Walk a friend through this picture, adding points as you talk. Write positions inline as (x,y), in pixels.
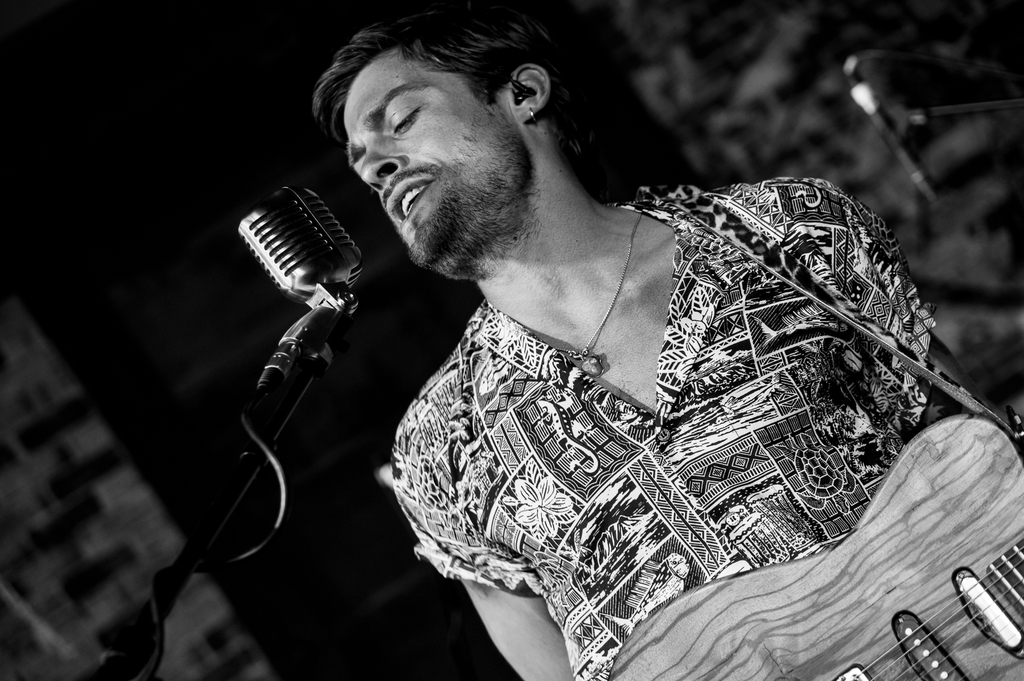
Here is a man (612,596) who is singing on microphone (342,317) and also holding a guitar (901,598). He wear a shirt (818,507).
